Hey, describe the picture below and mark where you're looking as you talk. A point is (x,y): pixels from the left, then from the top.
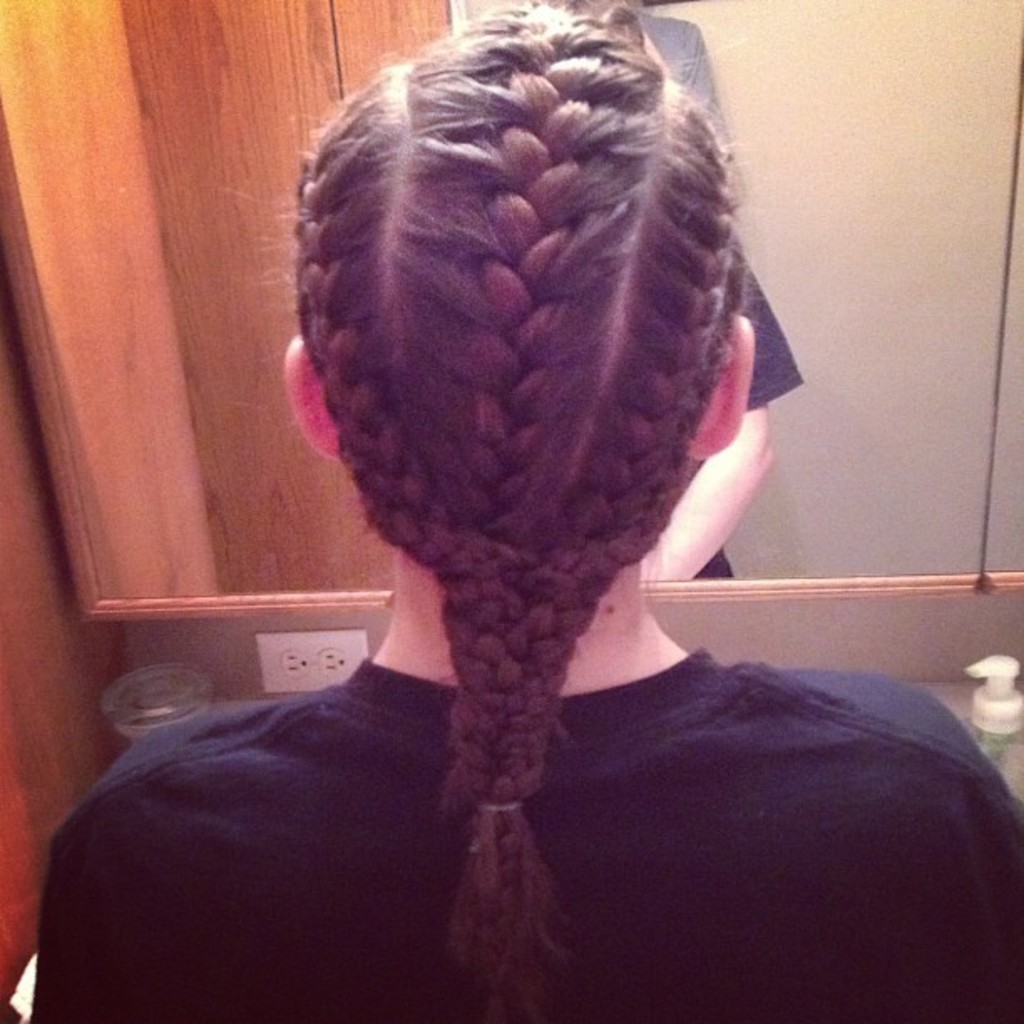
In this image there is a girls braid (550,678) in the middle (534,356). In front of her there is a mirror (819,158).
